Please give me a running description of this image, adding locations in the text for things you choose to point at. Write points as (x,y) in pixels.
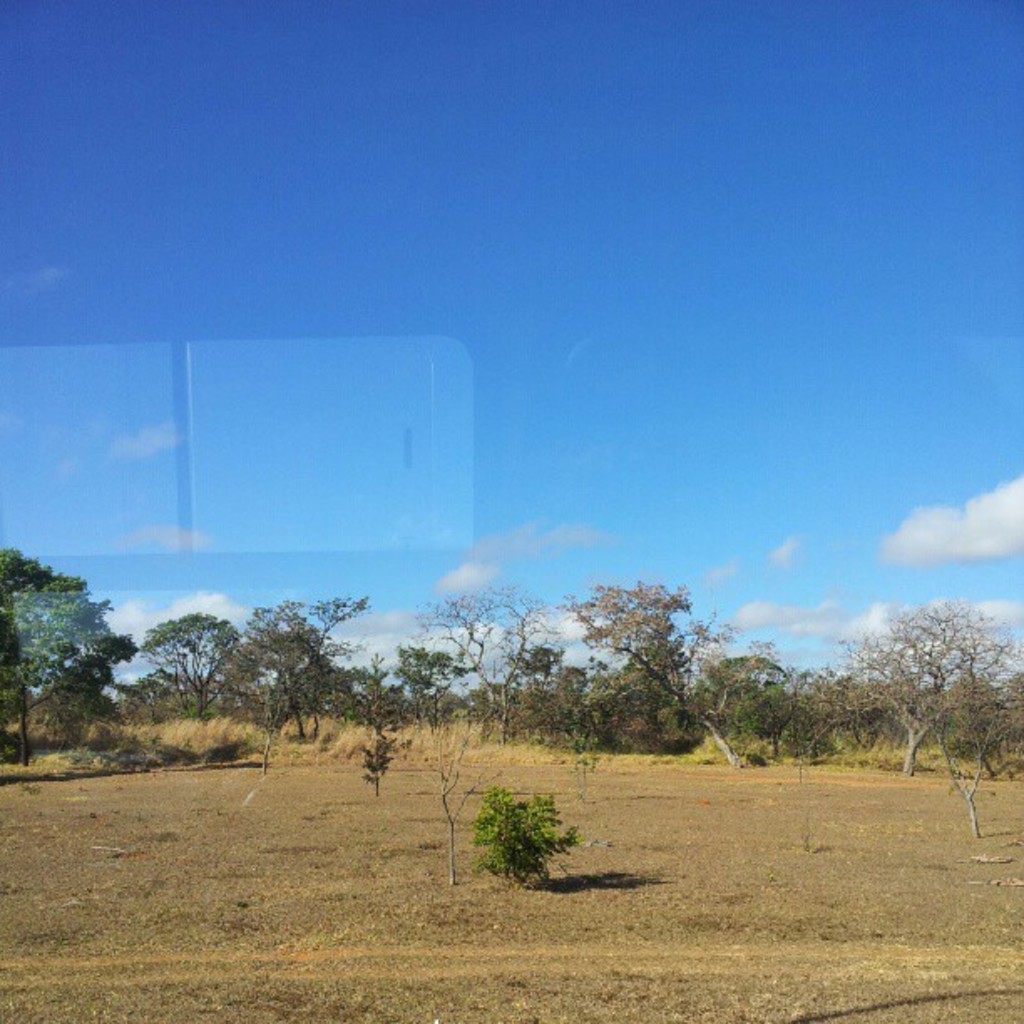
In this picture, there are trees (655,625) and plants (550,701) at the bottom (527,822). At the top (525,204), there is a sky (402,388) with clouds (415,626).
